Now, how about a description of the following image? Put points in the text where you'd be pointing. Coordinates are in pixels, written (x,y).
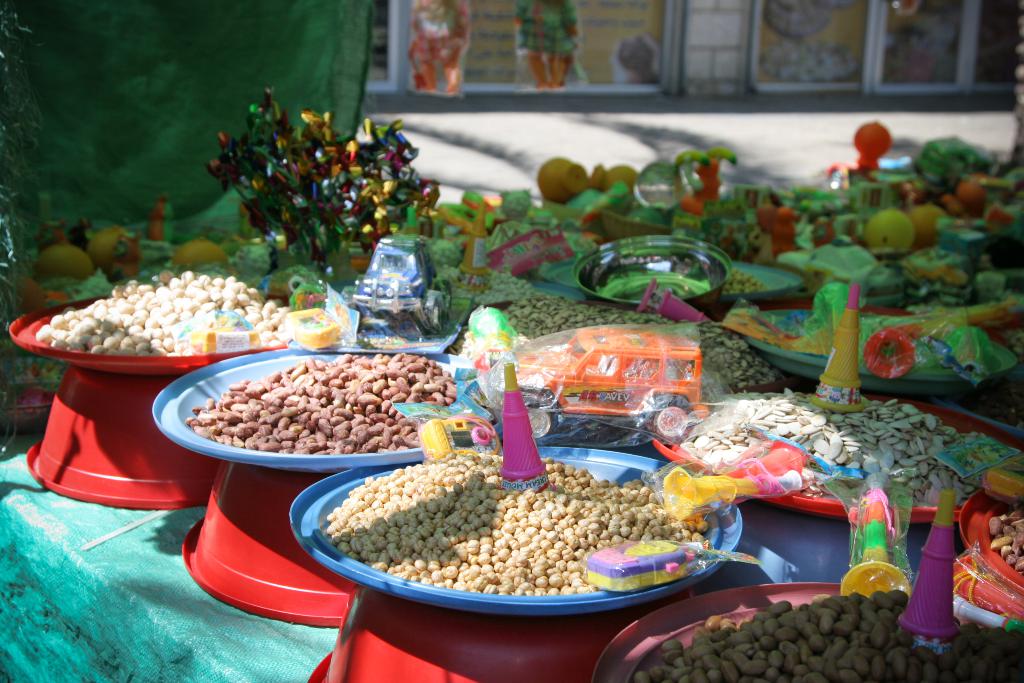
In this image we can see different types of food items (352,434) and toys (804,453) are there.
